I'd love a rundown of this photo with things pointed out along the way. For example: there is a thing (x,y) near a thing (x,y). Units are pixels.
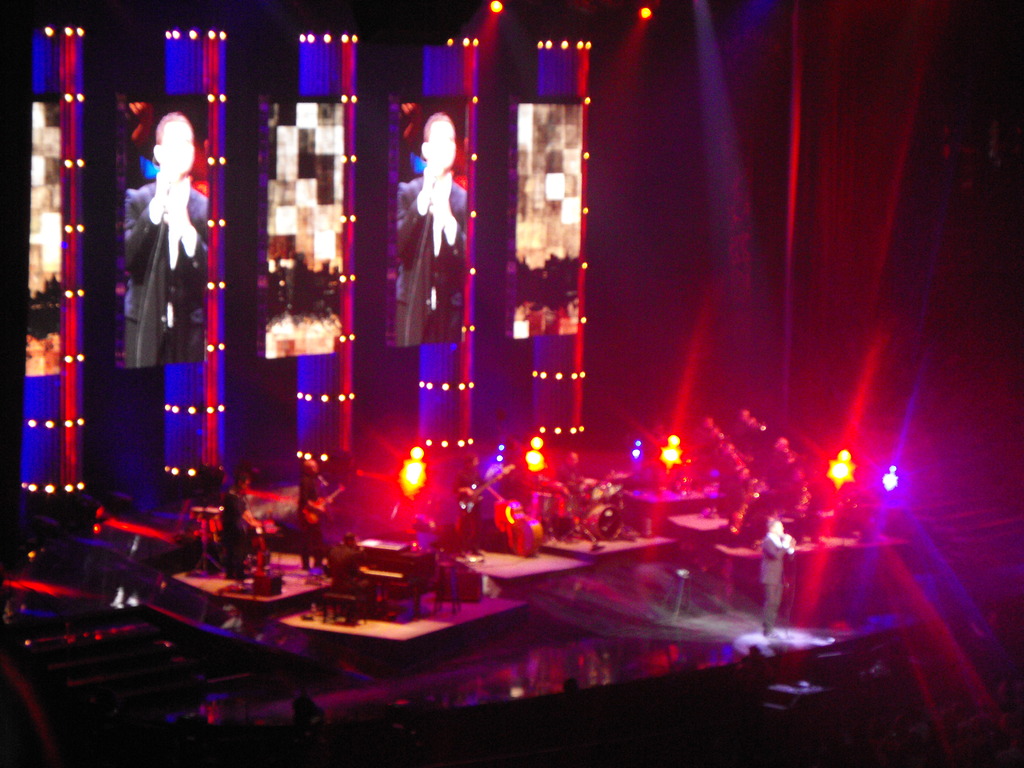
The picture is taken during a stage performance. In the center of the picture (671,495) it is placed on the stage (851,580) there are pianos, musical instruments (618,493), lights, people (783,527), stands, mics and other objects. At the top (569,239) there are lights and screen (403,220). At the bottom (664,733) it is dark.
